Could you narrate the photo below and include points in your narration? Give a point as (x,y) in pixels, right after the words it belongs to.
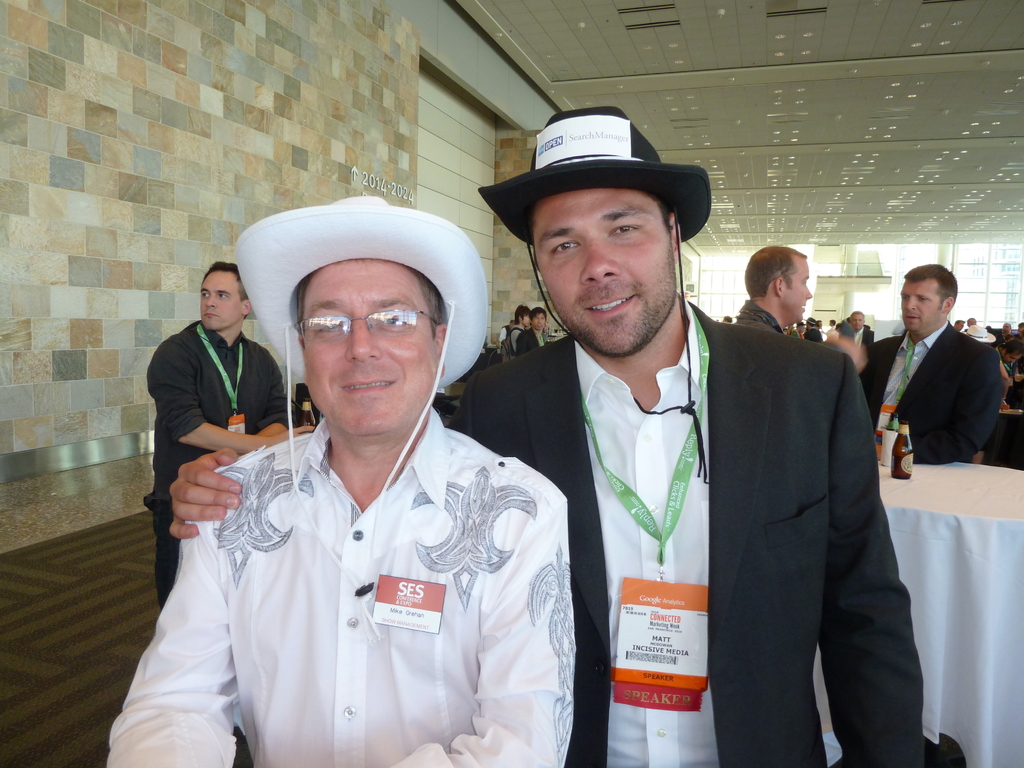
In this image I can see group of people (876,629) standing, the person (766,558) in front (723,556) is wearing black blazer (734,539), white shirt (693,539) and the person (452,570) at left (237,466) is wearing white color shirt (532,560) and white color cap (410,258). Background (261,137) I can see few lights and the wall (286,106) is in cream and gray color.
